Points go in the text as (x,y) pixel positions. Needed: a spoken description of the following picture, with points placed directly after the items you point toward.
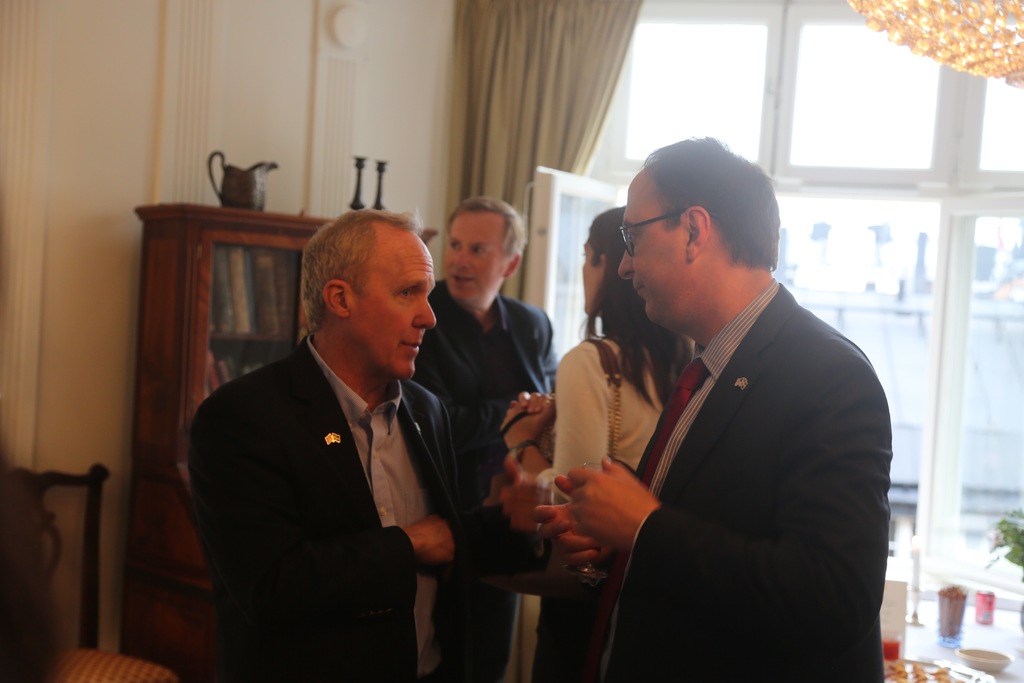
In this image I can see the group of people (451,368) standing and wearing the different color dresses (504,383). To the right (876,91) I can see the window (1001,187) and the curtain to it. I can see some objects (945,625) on the table (914,650). In the back (202,298) there is a cupboard (189,347) and some objects (222,287) in it. I can see the wall (128,115) in the back (128,115).
